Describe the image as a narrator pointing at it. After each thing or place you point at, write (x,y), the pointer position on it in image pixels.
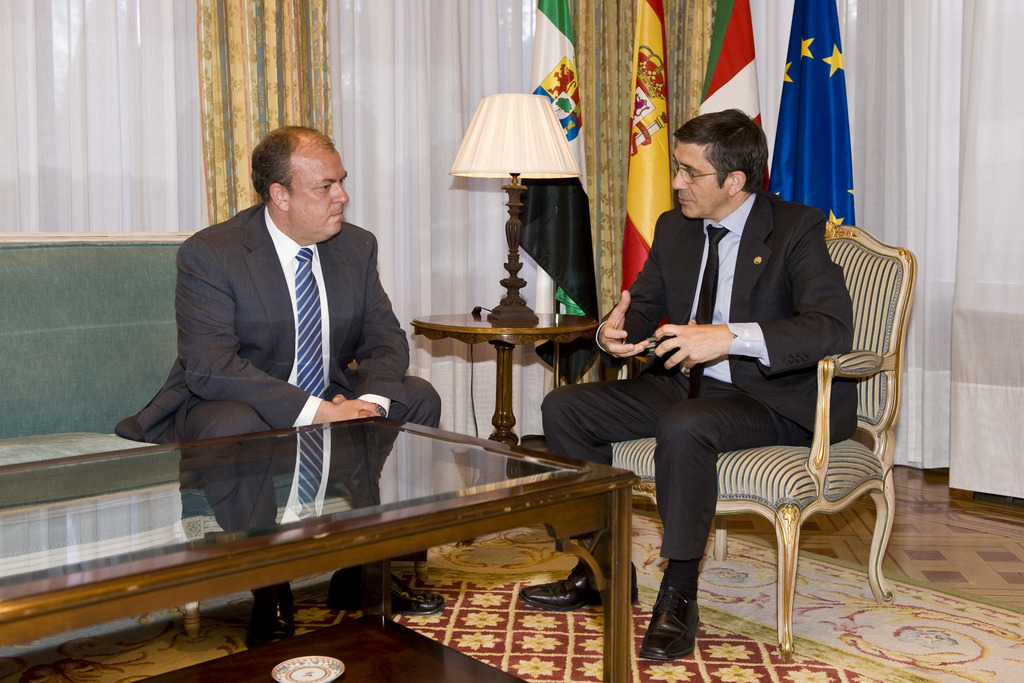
In this image there are two person (781,353). The person (813,392) is sitting on the chair (824,375) and the other person (226,346) sitting on the couch (52,452). In front of the person (308,366) there is a table (266,535). At the back side (380,137) there is a curtain (418,81) and flags (660,72). On the table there is a lamp (516,161).
